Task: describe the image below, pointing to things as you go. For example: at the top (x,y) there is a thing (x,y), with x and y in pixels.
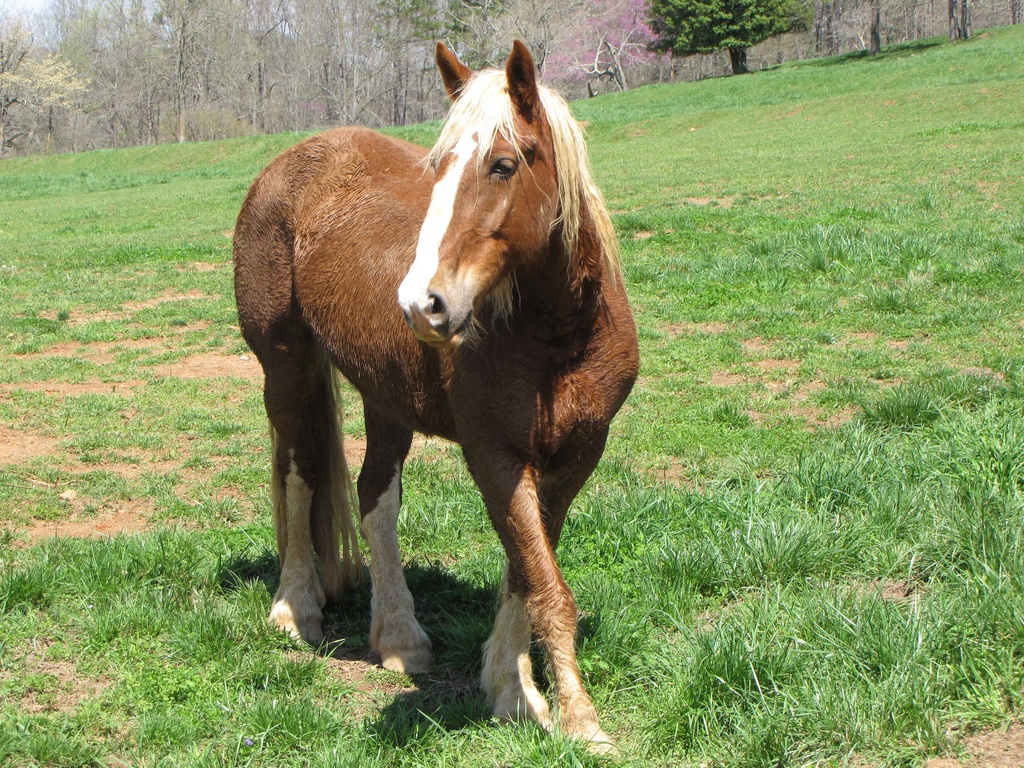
In this image there is a horse (458,437) in middle of this image (376,268) and there is a grassy land (178,206) in the bottom of this image (741,523) and there are some trees (297,75) on the top of this image (180,75).
